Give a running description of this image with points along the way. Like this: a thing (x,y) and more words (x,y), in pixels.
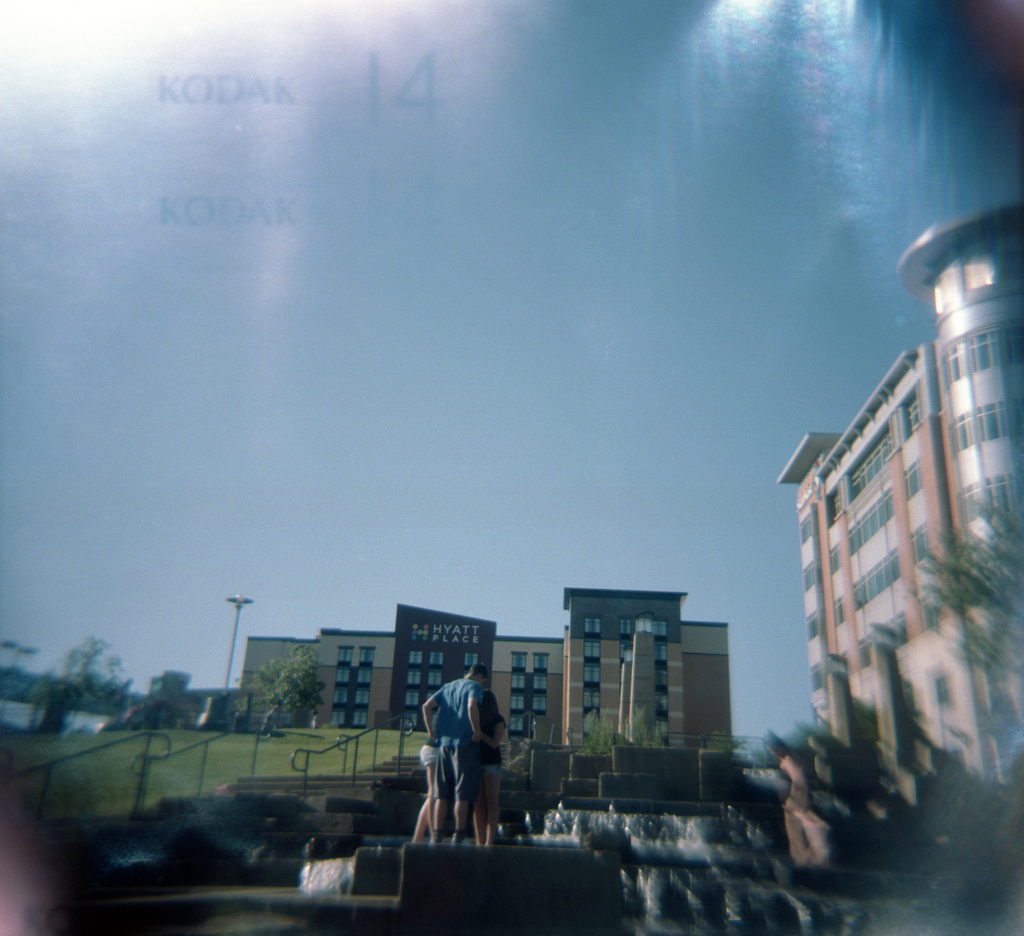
In the middle of this image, there are three persons (499,760) standing. In the background (682,730), there are buildings (215,693), trees (1018,546), a pole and there are no clouds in the sky (358,351).
